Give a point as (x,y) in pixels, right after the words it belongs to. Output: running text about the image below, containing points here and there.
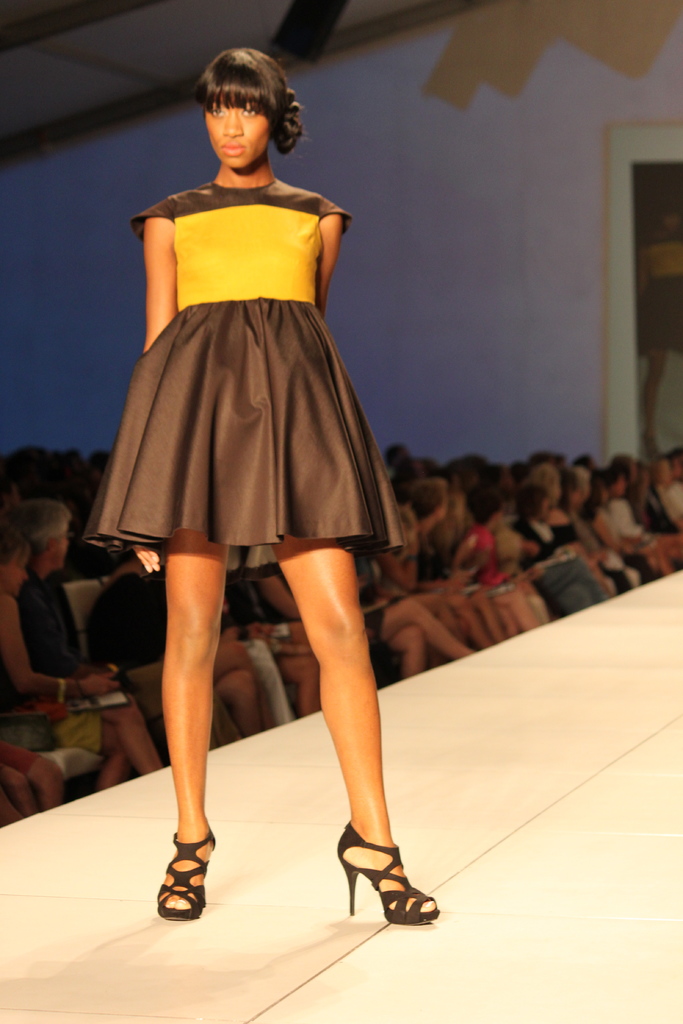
This image consists of a girl (208,852) standing on the ramp (332,889). In the background (34,557), there are many people (513,560) sitting. And we can see a wall (576,332).
